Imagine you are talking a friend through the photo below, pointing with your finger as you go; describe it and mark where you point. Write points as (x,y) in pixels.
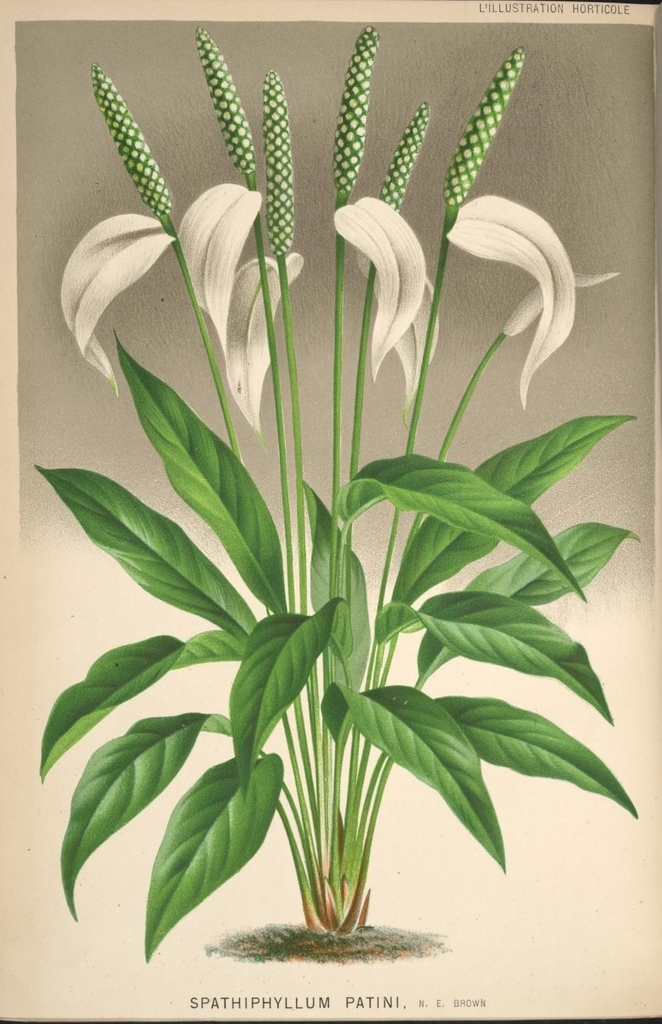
In this image we can see a poster (314,383) of a plant (282,699) with flowers (348,229) and buds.
